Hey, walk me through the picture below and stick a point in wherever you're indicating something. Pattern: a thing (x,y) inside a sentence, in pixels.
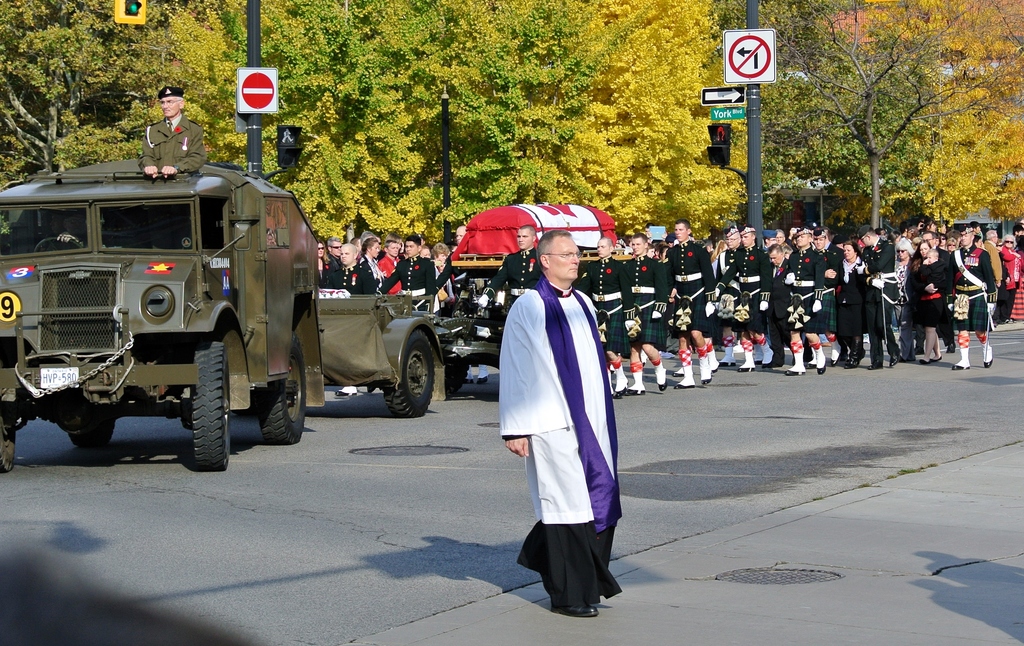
In this image we can see people (901,261) standing on the road (381,488) and a person (175,141) standing on the motor vehicle (178,259). In the background (248,75) there are sign boards (755,71), name boards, poles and trees (412,85).
